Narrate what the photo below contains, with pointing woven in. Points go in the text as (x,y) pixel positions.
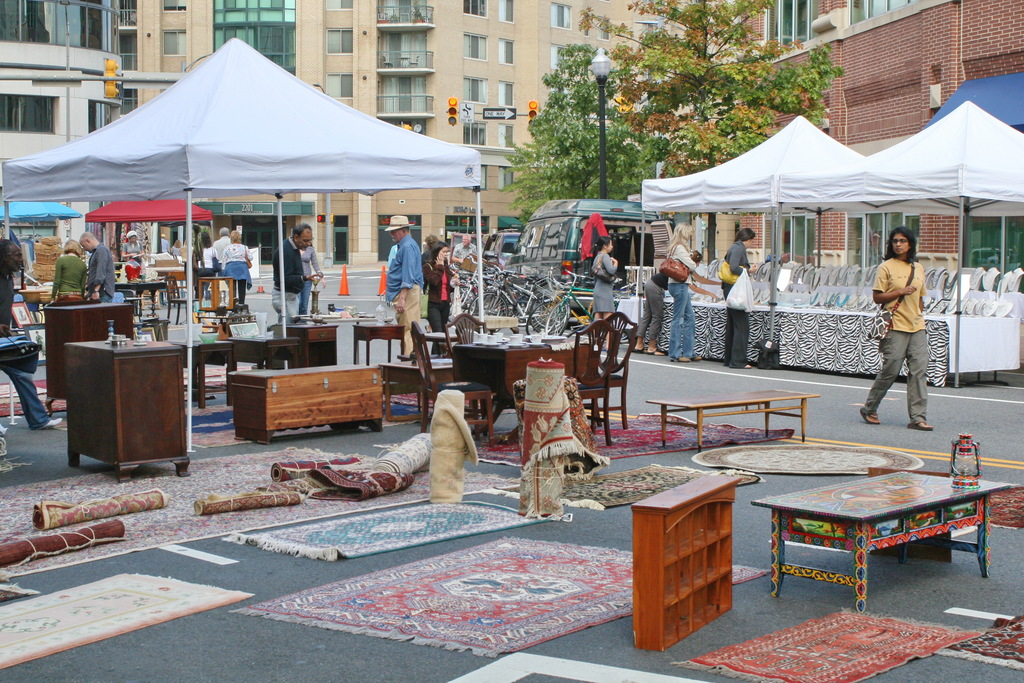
In this picture we can see carpets (103,496) here and there on the road (850,405) and there are tables (837,505) present here and there are people (678,309) who are standing and walking on the road (718,366) there are tents (642,198) present and there is a building (273,55) present and there is a light post (600,73) and trees (651,81) present.
